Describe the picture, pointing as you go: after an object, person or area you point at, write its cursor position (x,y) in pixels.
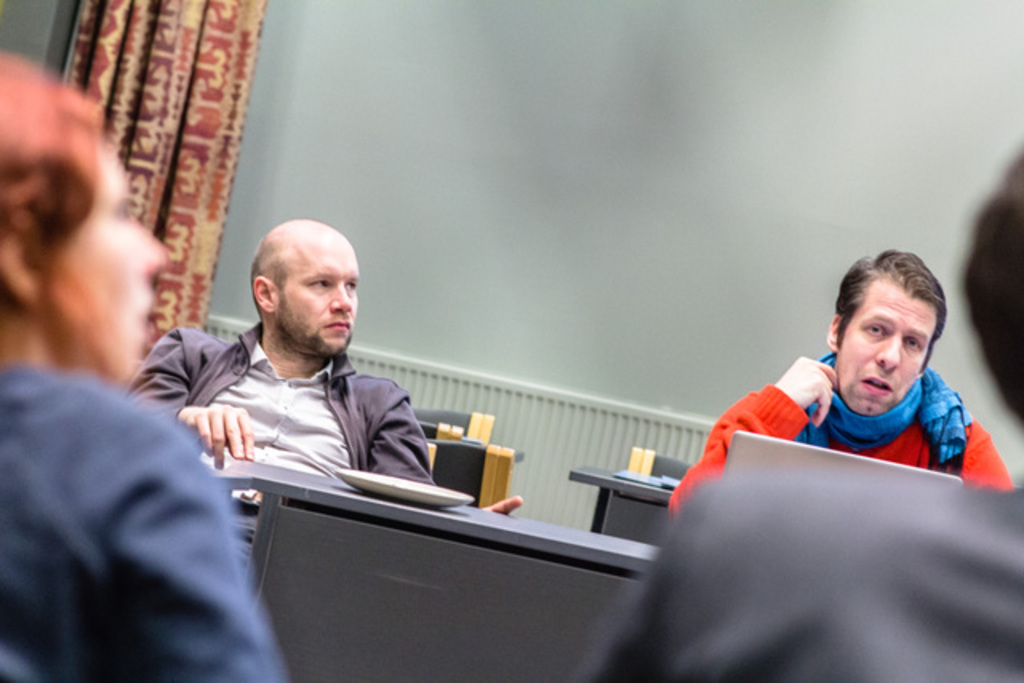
In this picture there are group of people (227,594) those who are sitting on the chairs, there is a table (622,552) in front of them, and there is a curtain (147,12) at the left side of the image (130,13) and a plate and a laptop (766,470) on the table (358,576).
